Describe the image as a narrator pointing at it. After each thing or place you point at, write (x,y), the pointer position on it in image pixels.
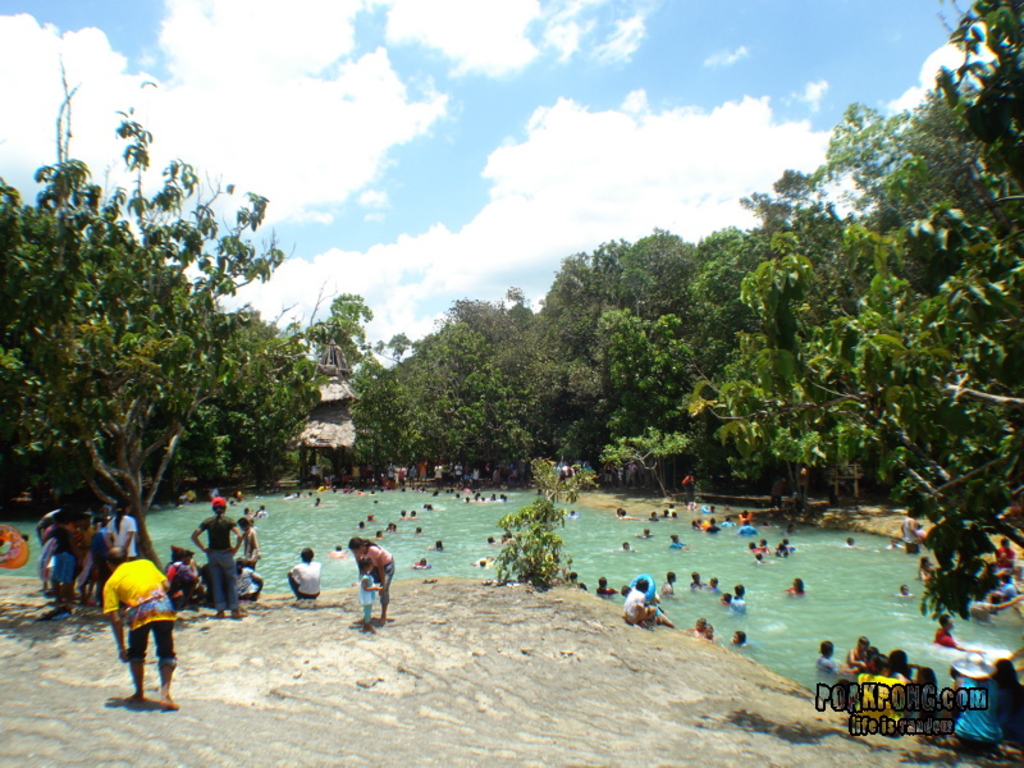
In the foreground of this image (392,652), there are persons (155,634) sitting and standing on the rock (355,716) and there are also few trees (942,408) on the rock (647,694). In the background (794,591), there are persons (369,521) in the swimming pool (760,568), a plant (529,549), trees (524,364), a hut (346,389), sky (437,193) and the cloud (580,180).
